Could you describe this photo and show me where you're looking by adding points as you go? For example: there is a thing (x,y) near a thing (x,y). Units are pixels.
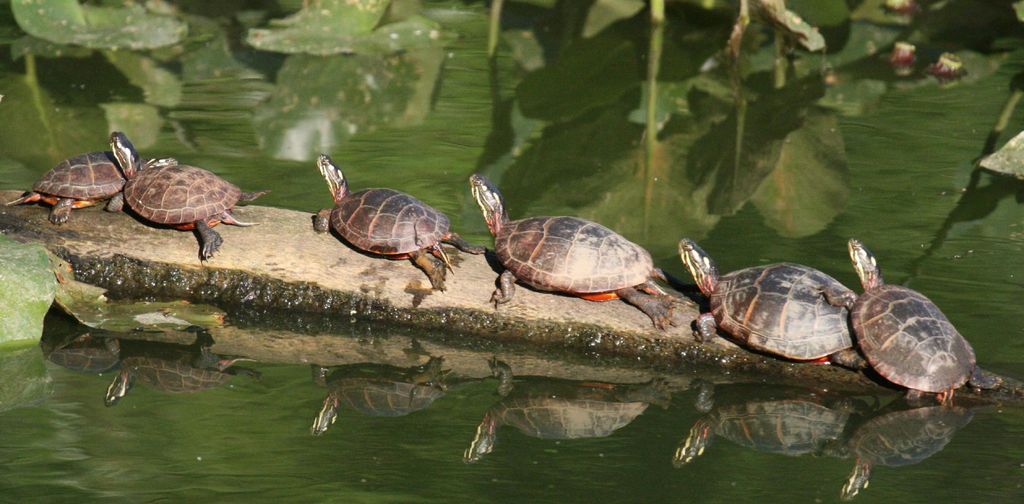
In the middle of the image (532,241) we can see the turtles (778,318) in a row. On the top (296,66) and bottom of the image (386,432) we can see water (477,116).
